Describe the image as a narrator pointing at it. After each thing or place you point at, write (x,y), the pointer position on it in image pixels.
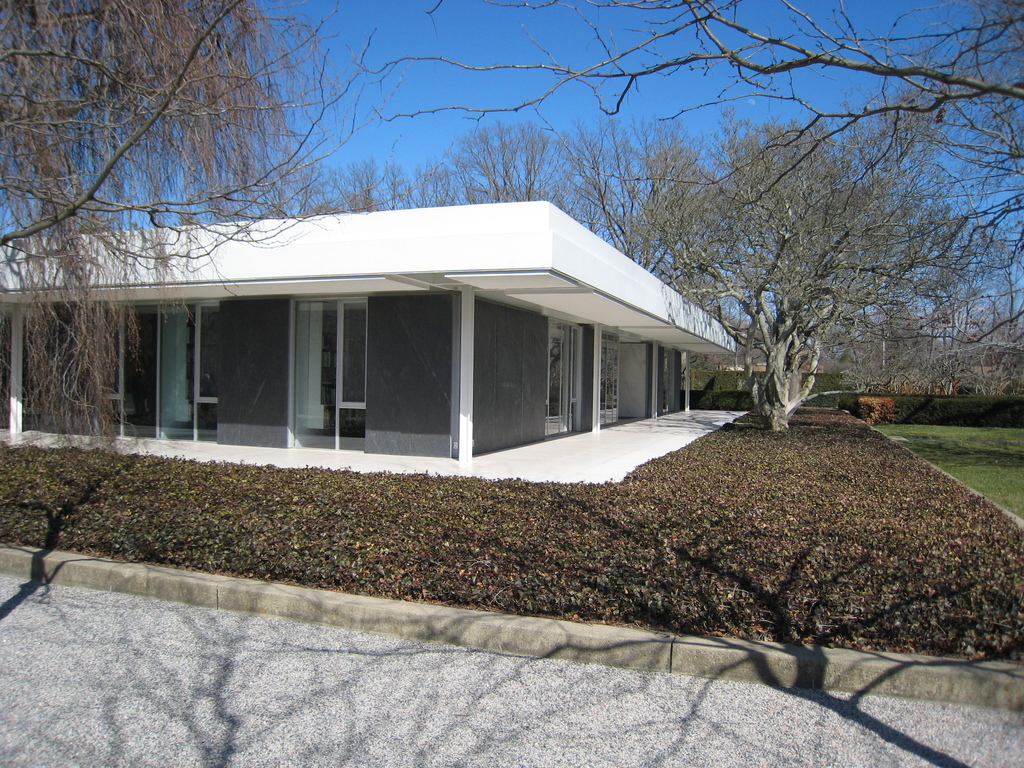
There is road (258,652) on which, there are shadows (227,718) of the trees (805,228) near plants (624,532). In the background (507,214), there is a building (469,220) which is having glass windows (144,378), there is grass (981,436) on the ground (1009,435), there are plants (857,422) and there is blue sky (459,29).
